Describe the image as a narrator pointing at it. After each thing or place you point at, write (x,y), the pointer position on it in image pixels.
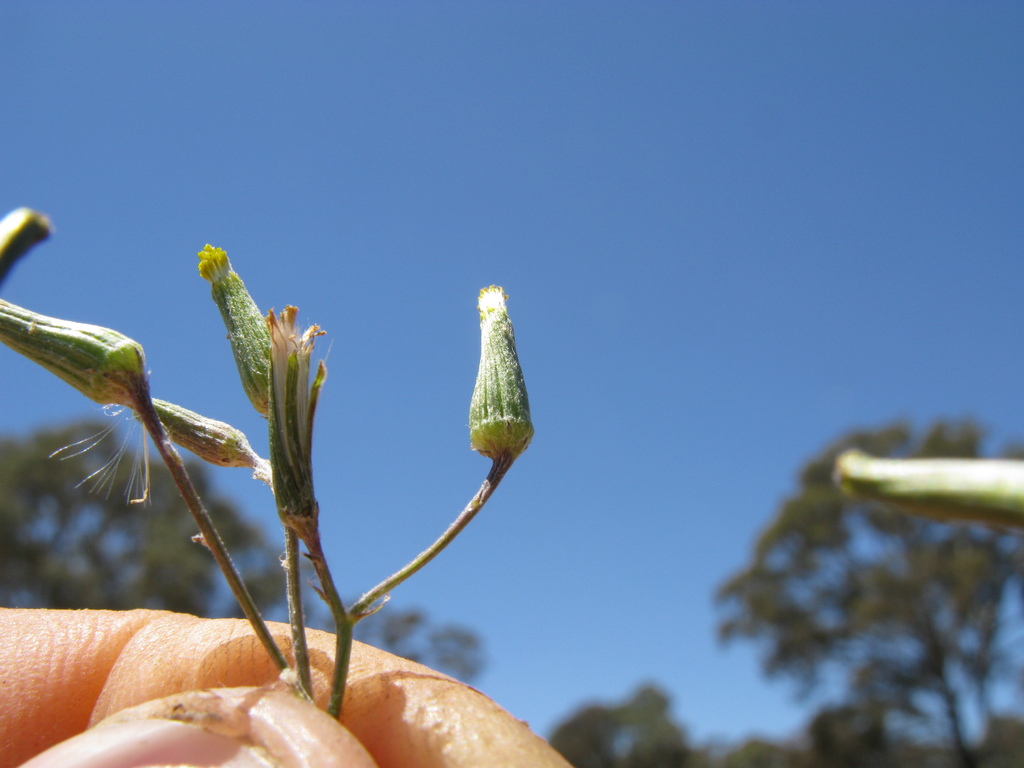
In the picture a person (221,633) is holding few buds (62,371) of a plant (293,594) and the background of the bud's (235,467) is blur.
